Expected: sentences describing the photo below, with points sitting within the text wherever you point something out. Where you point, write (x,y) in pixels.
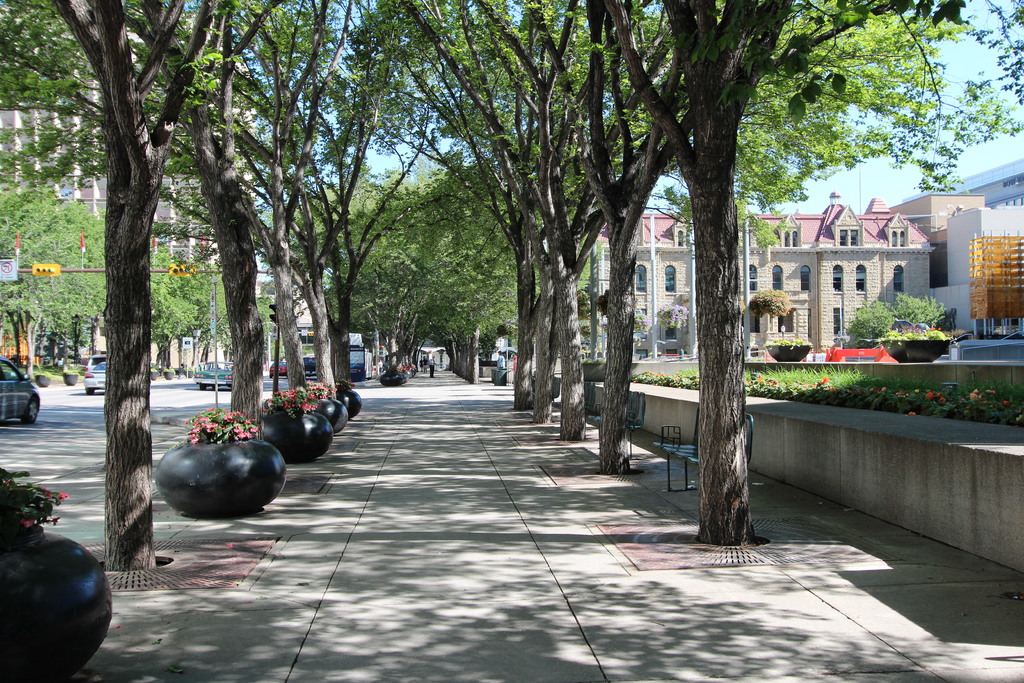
In the picture we can see a path (418,416), on the path (455,447) we can see trees (520,230) on the either sides and near the path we can see a road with vehicles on it with a traffic light (57,270) to the poles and behind it, we can see some trees (59,285), building (58,186) and sky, and on the other side we can see some plants (982,390), buildings (824,220) and sky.
